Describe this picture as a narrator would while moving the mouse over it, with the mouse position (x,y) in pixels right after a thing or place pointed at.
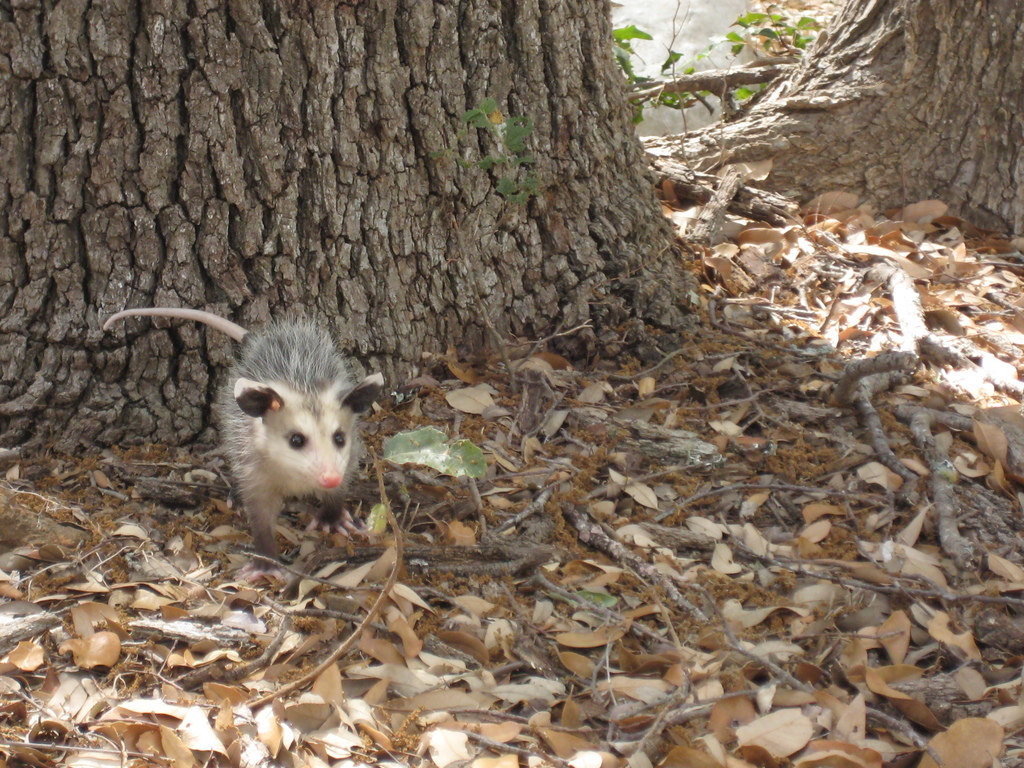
In this image, we can see an opossum (306,403) and there is a tree trunk (364,119), we can see dried leaves (347,544) on the ground (802,536).
